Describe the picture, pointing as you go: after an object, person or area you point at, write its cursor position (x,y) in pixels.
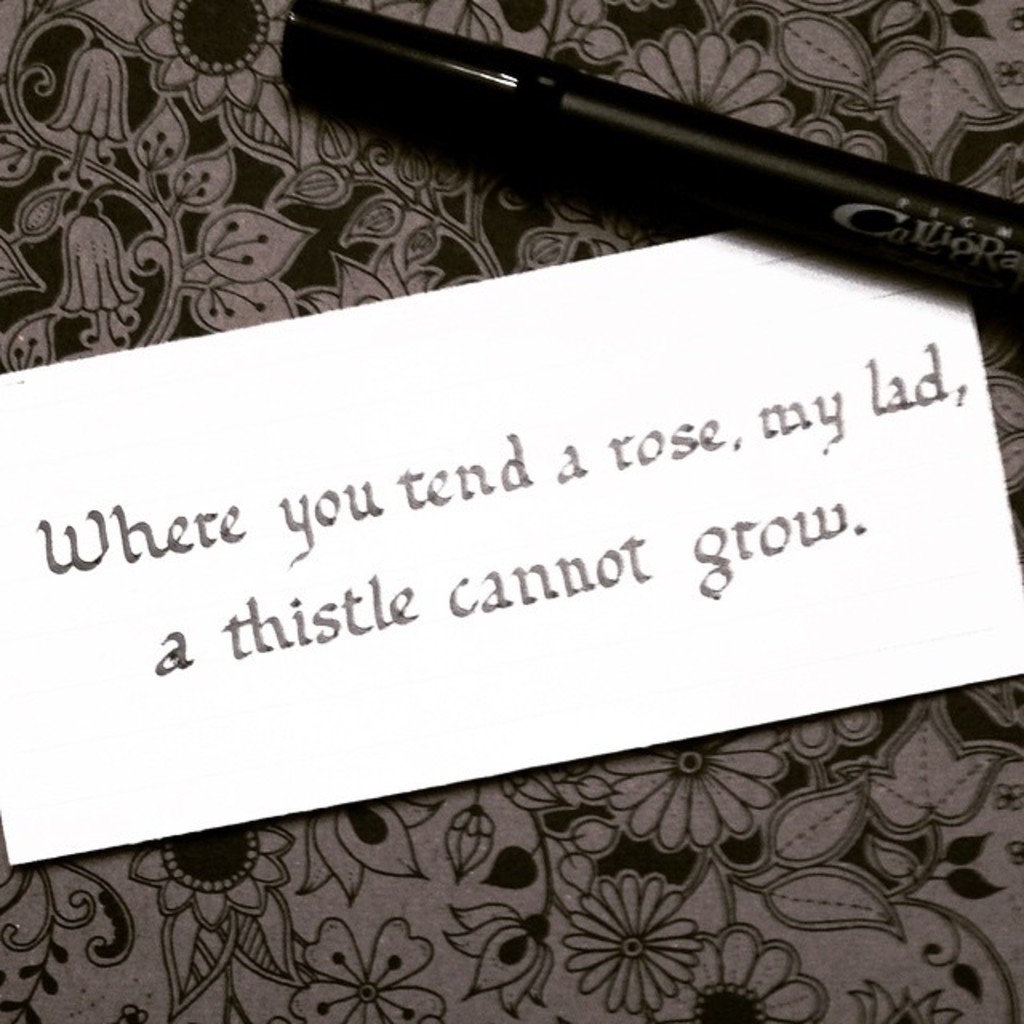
In this image I can see a card (474,436) with text (532,456), at the top (686,150) there is the marker (680,162) in black color.
